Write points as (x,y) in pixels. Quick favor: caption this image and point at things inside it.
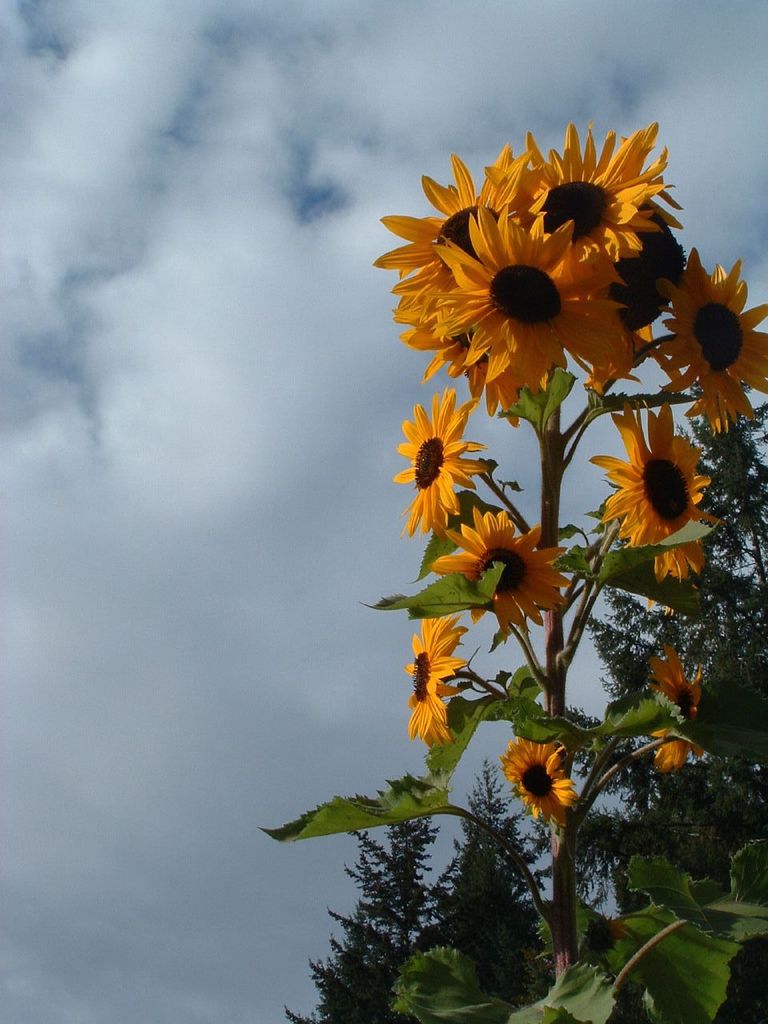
There is a stem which has few sunflowers (618,344) on it.
